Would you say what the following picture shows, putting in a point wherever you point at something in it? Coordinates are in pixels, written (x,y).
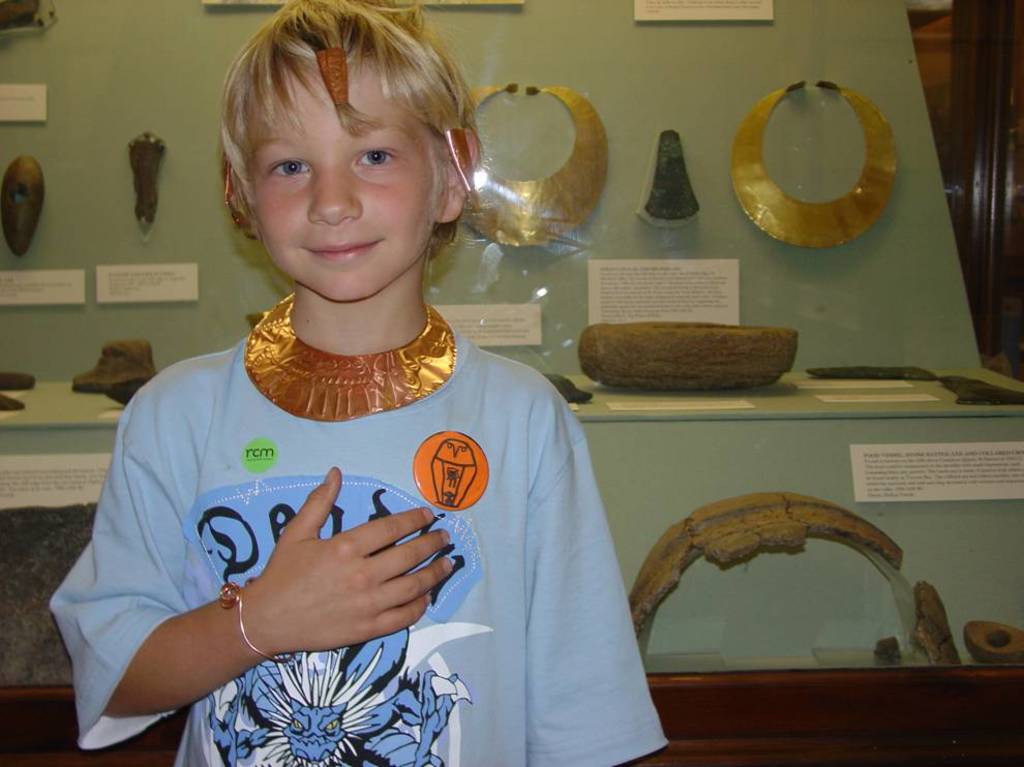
In the image we can see a child (434,650) wearing clothes (492,691) and the child (349,416) is smiling. Behind the child (217,372) there are Egyptian (547,202) wearing ornaments (562,200). There is a piece of paper (915,487), on it there is a text (908,473).
